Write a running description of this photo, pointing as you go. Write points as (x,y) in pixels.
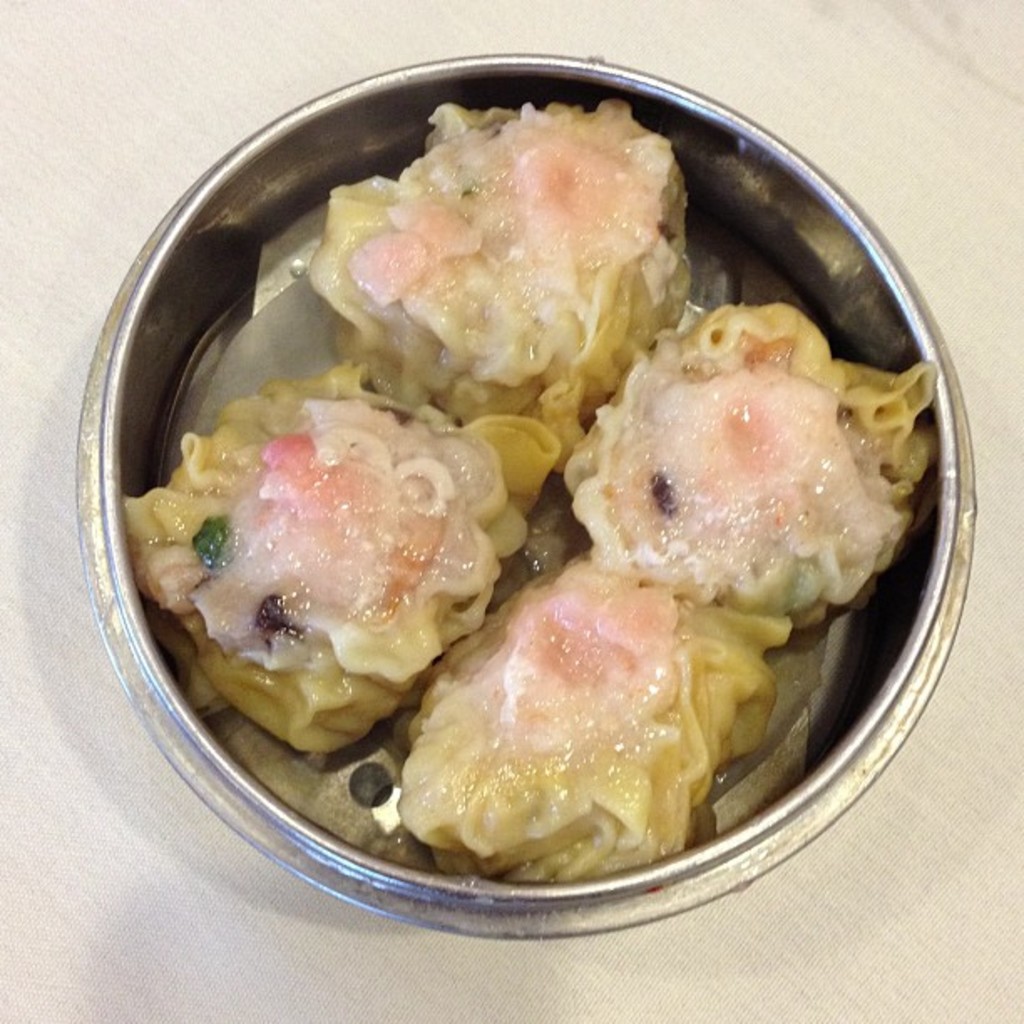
We can see bowl (209,253) with food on white surface (203,980).
